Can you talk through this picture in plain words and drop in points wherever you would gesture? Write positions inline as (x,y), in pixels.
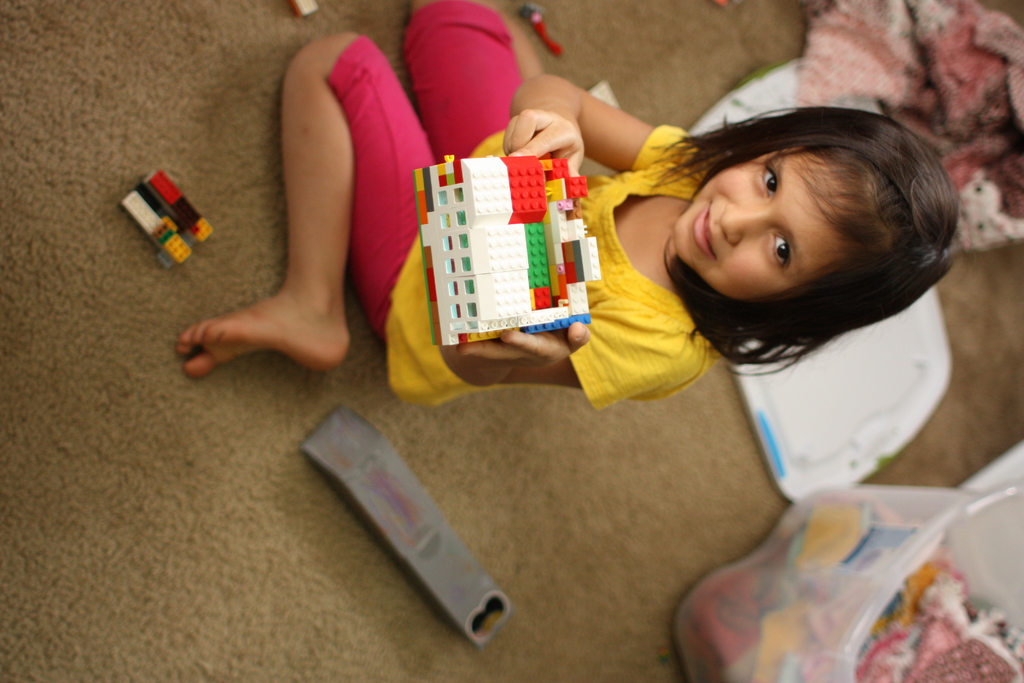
In the image we can see there is a girl (703,309) who is sitting. She is wearing a yellow colour top (611,333) and there is a blocks building (494,229) in her hand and there is a smile (705,242) on her face (698,269). On the ground (345,505) there is a gray object (430,552).
